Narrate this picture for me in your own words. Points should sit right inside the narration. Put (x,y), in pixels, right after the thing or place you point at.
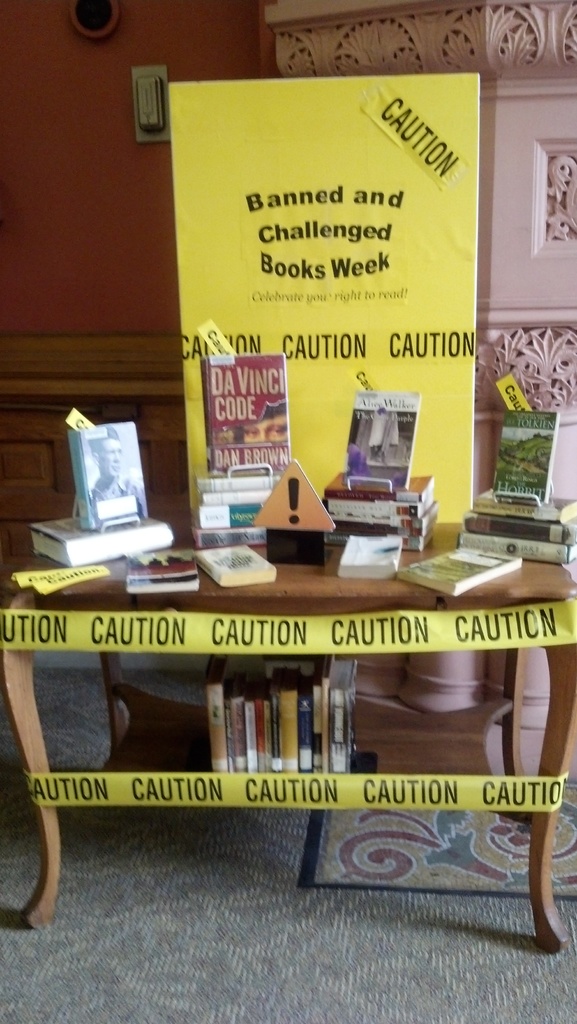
In the picture there is a table (192,601) in which on the table (34,770) there are many books (384,487) near to the table (25,725) there is a banner (391,181) on the banner (371,233) in which there is some text (317,228) near to the table (550,914) there is a wall (168,211) down the table (503,735) there are some books (324,721).
